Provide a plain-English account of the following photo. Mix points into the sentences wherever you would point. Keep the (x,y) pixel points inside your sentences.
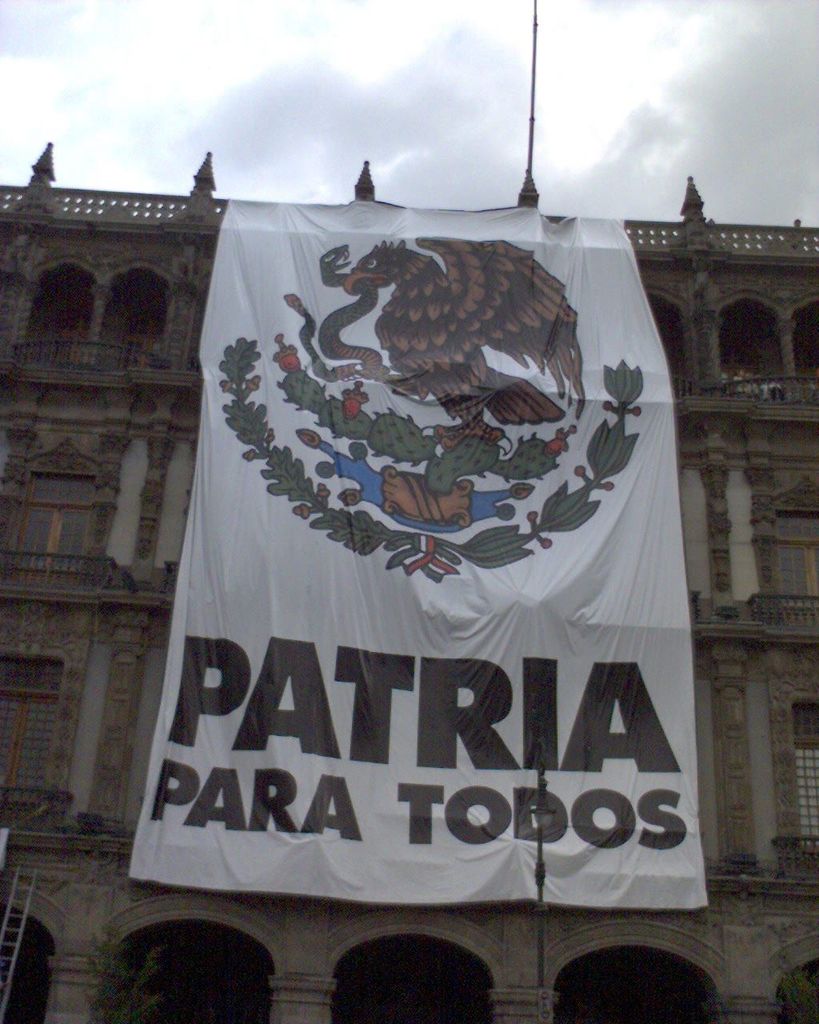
In this image, we can see a building (81,923) and there is a banner (364,589) with some text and some pictures (426,472) and there is a ladder (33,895). At the top (250,100), there are clouds (398,89) in the sky (394,129).
